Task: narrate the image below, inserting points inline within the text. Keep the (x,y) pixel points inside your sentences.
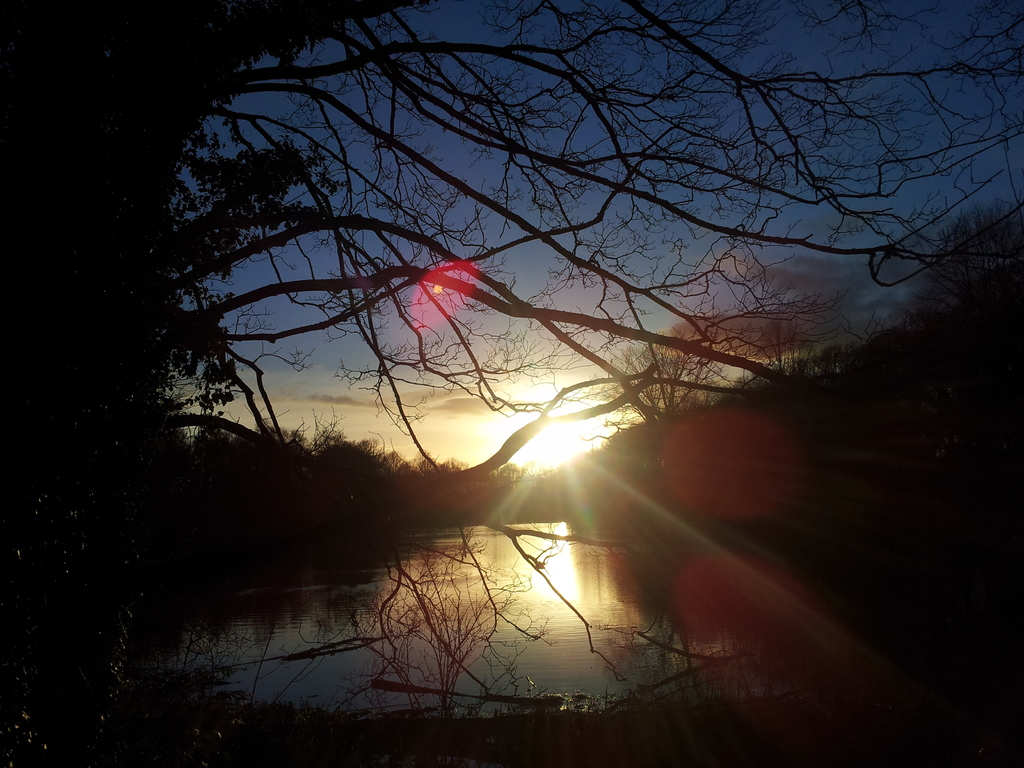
This is a dark image, we can see a tree (35,722), there is water (600,577), at the top (797,52) there is a sky (668,81).
